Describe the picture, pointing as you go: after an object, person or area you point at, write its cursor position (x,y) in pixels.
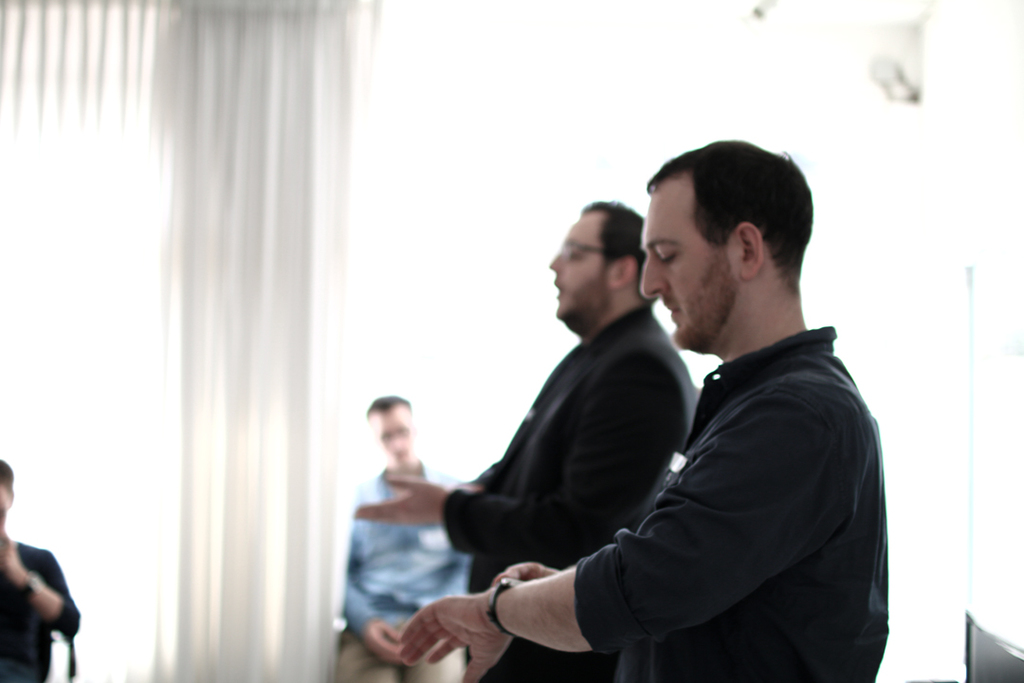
In this image, we can see three persons (512,486) wearing clothes (373,526) on the white background. There is an another person (27,617) in the bottom left of the image (31,628).
